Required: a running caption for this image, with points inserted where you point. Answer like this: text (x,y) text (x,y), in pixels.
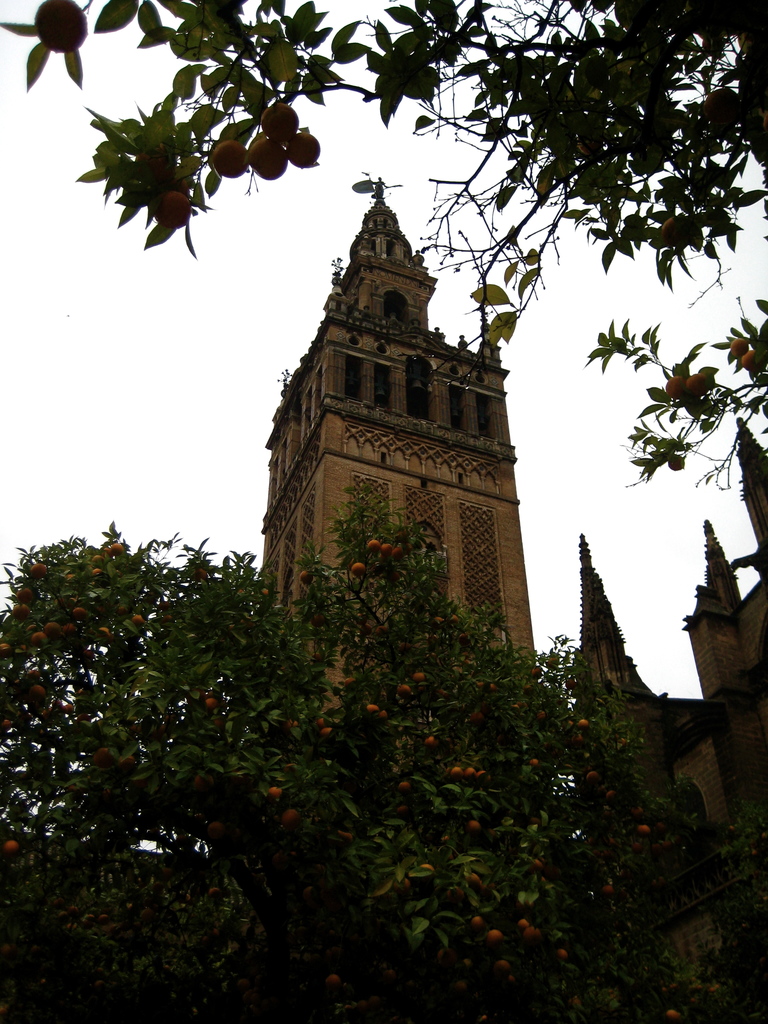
In the image we can see there are fruits (55,12) on the tree (365,699) and there is a building (391,226). There is a clear sky (406,226).
